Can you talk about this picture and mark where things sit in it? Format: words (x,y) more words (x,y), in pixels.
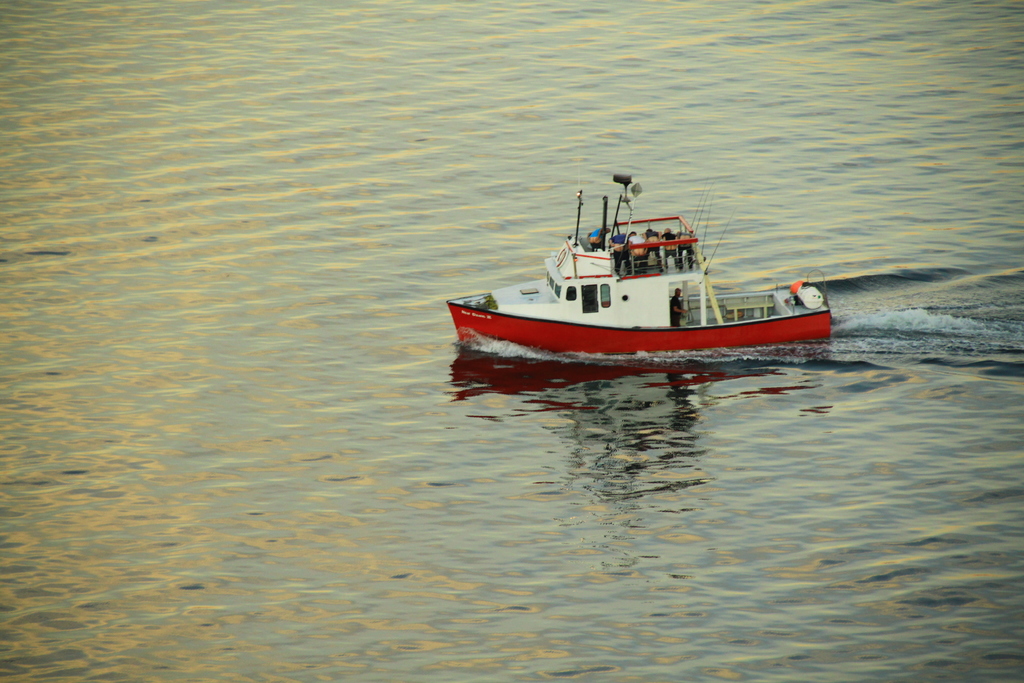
There is a ship (605,255) on the water (406,312) on which few people (617,237) are present.
